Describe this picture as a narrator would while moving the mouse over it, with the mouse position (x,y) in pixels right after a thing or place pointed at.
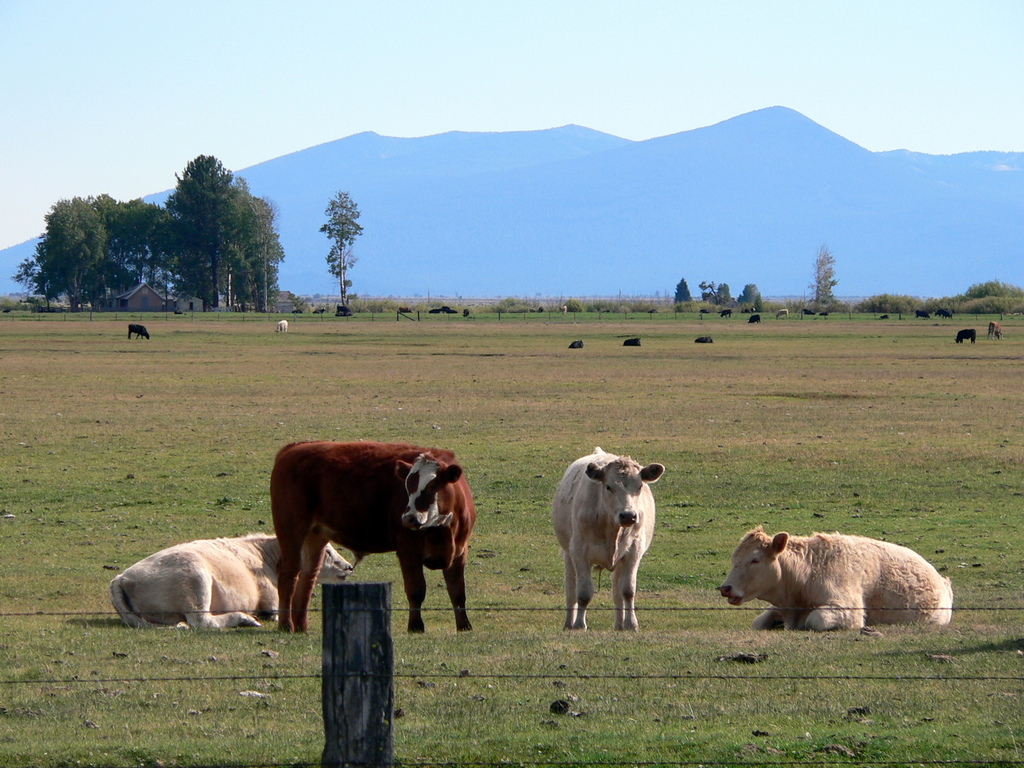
In this image we can see cows (346,490). On the ground (272,353) there is grass (495,398). And there is a fencing (361,655) with a wooden pole (339,666). In the background (249,249) there are trees (877,303). Also there are hills (500,157) and sky (474,69). And there are few houses (163,302) in the background (146,286).
